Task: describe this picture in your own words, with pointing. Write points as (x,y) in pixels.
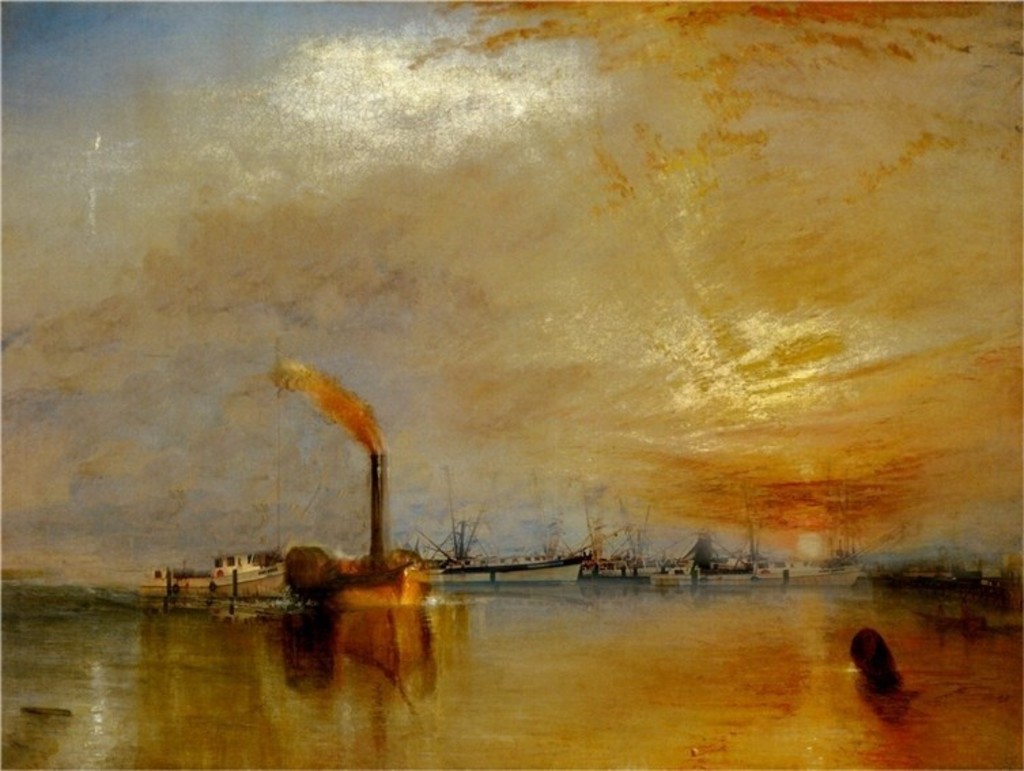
In the foreground of the image (495,700), on the bottom (455,708), there is water (600,698) and few boats (606,570) on it. On the top (482,219), there is the sky (419,96) and the cloud (327,82).
